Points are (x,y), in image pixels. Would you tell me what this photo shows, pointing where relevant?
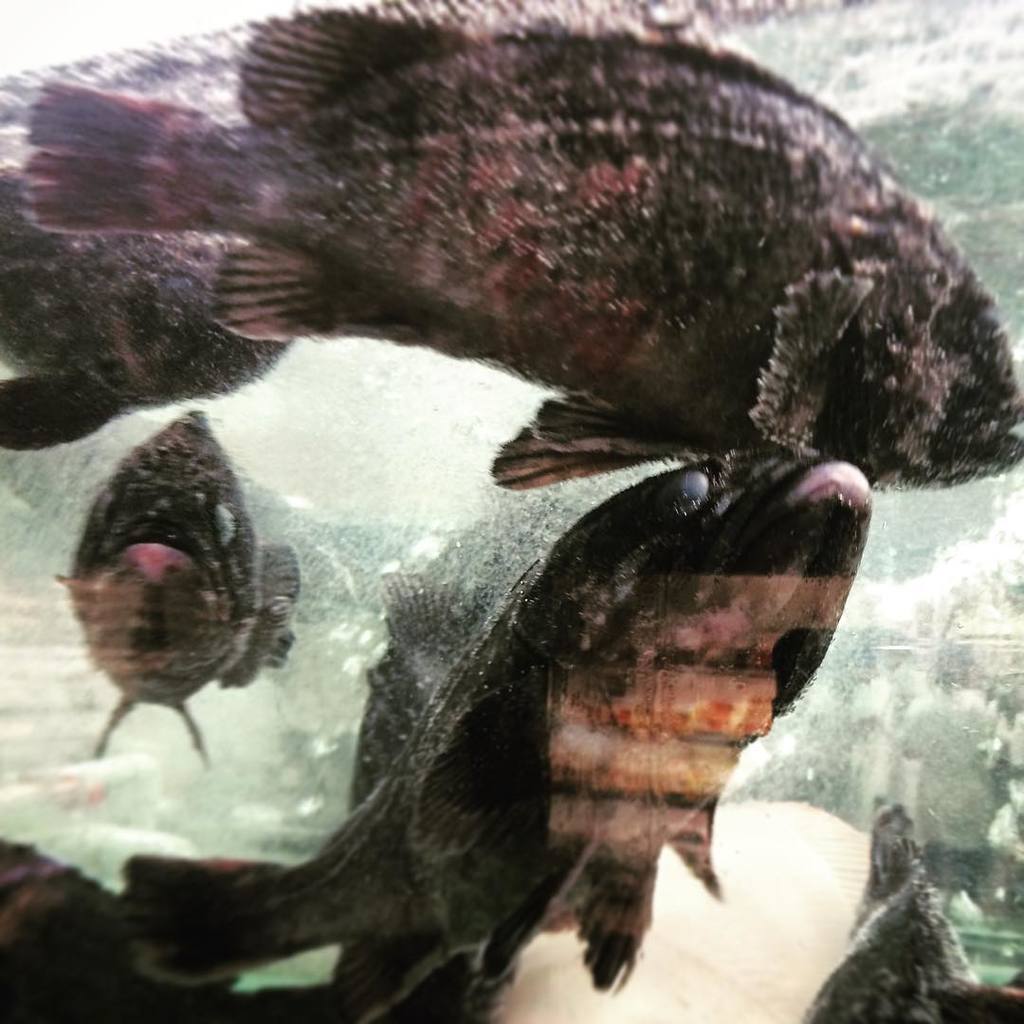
In this image we can see fishes (821,367) and water (317,667).
